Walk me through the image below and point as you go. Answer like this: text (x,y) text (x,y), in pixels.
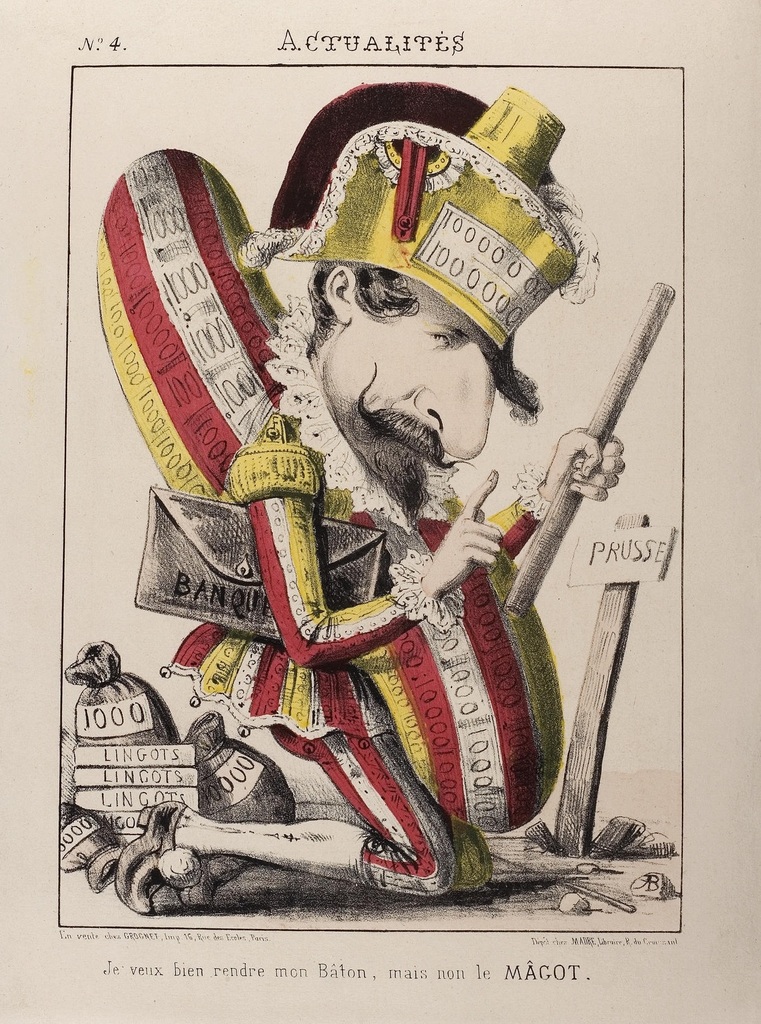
It is a cartoon of a man (350,448), he wore a hat (514,275).
